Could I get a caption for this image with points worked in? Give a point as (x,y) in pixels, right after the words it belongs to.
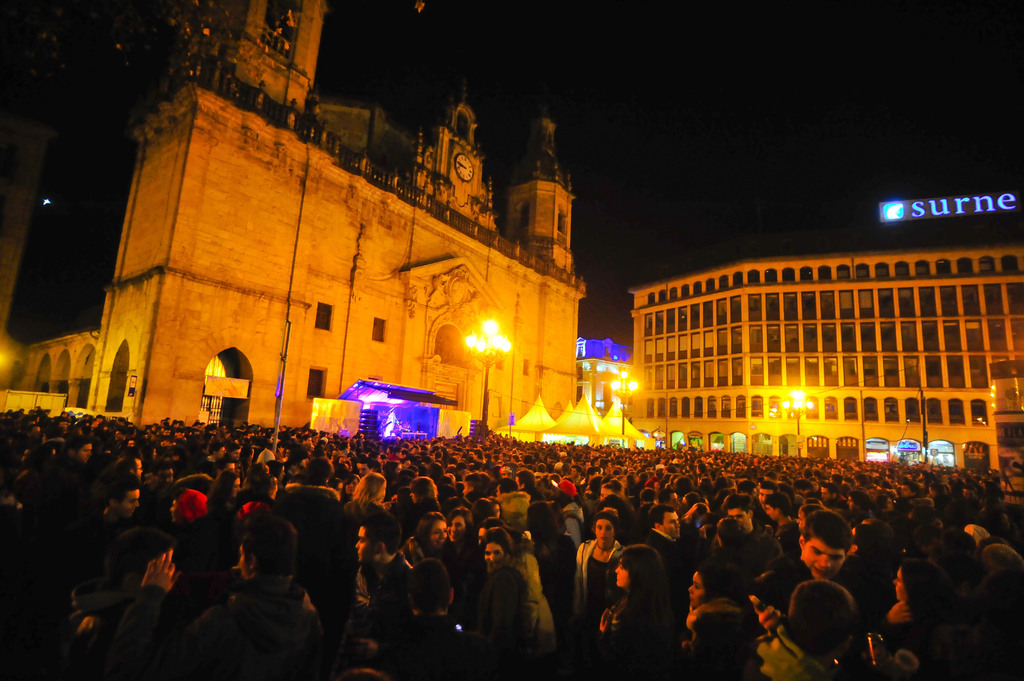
Here we can see crowd (542,445). Background (867,407) we can see dark sky (934,191), buildings (534,358), light poles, hoarding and tents (539,431). This is clock (469,168).
